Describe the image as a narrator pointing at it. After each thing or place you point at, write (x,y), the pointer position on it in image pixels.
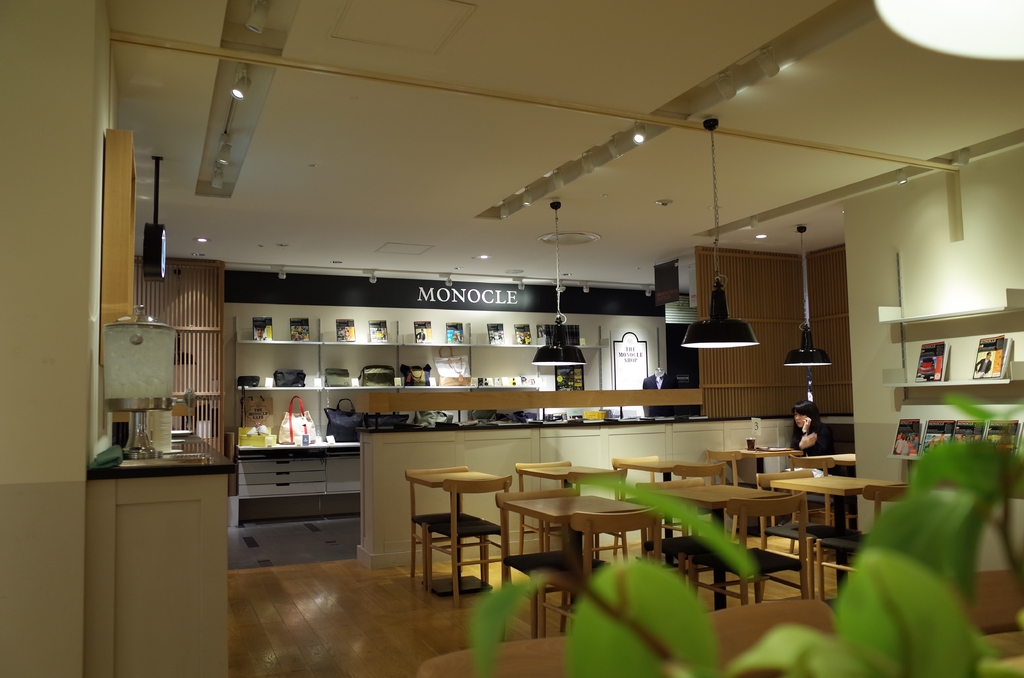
This picture describes about interior of the room (437,397), in this we can find couple plants (837,605), chairs (504,493), tables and lights (819,352), a woman (795,413) is seated on the chair (843,448), and we can find books (1004,437).
